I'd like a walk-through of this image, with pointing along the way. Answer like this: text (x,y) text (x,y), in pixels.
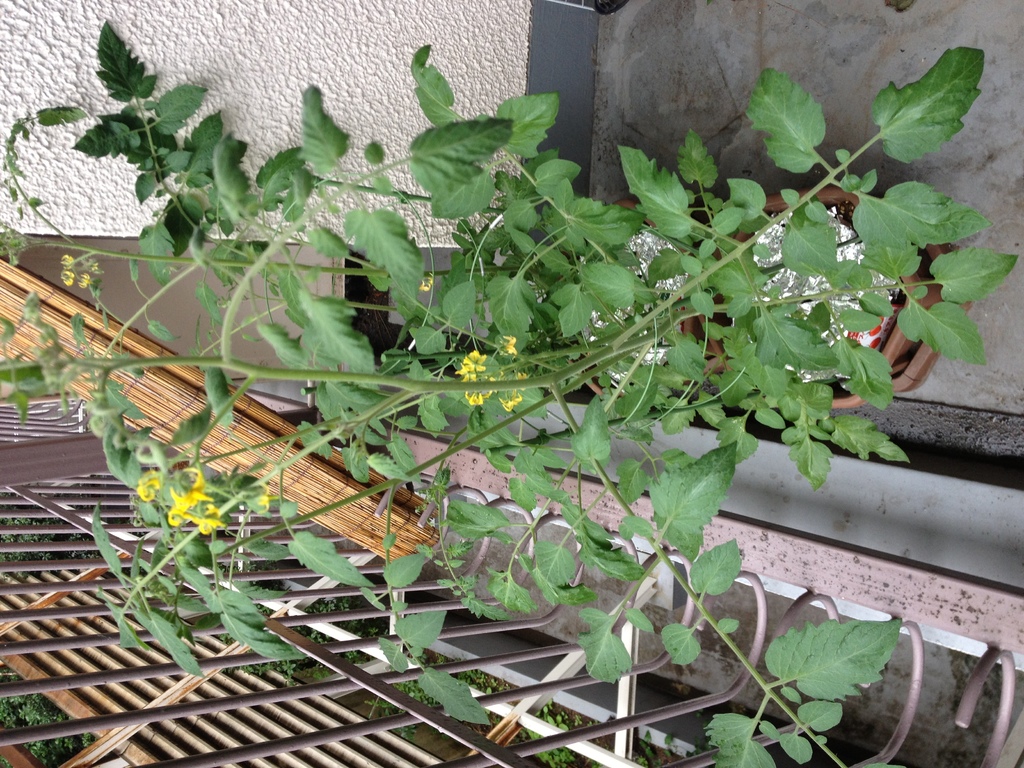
In this image we can see a plant (548,358). At the bottom (218,664) there is a mesh (204,640). In the background (232,119) there is a wall (363,51).
